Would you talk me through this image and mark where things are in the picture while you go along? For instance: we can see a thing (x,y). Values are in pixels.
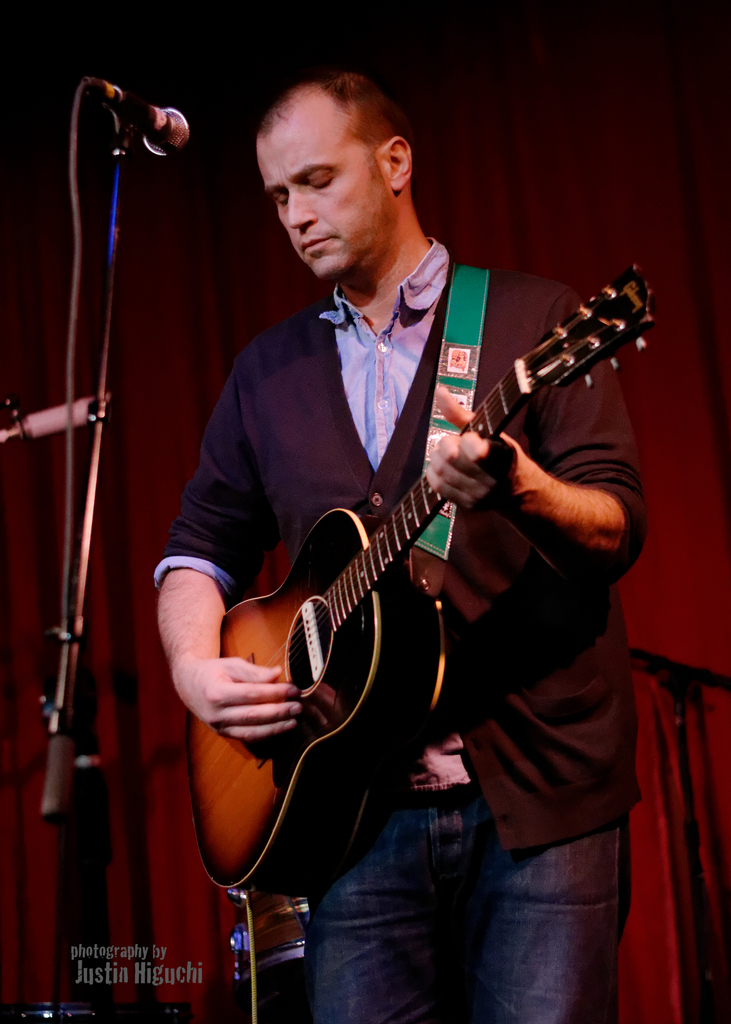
In the image we can see there is a person (357,945) who is standing and holding guitar (326,599) in his hand (457,502) and at the back (675,548) there is red colour curtain (283,307) and in front of him there is a mic (159,109) with a stand (101,385).
